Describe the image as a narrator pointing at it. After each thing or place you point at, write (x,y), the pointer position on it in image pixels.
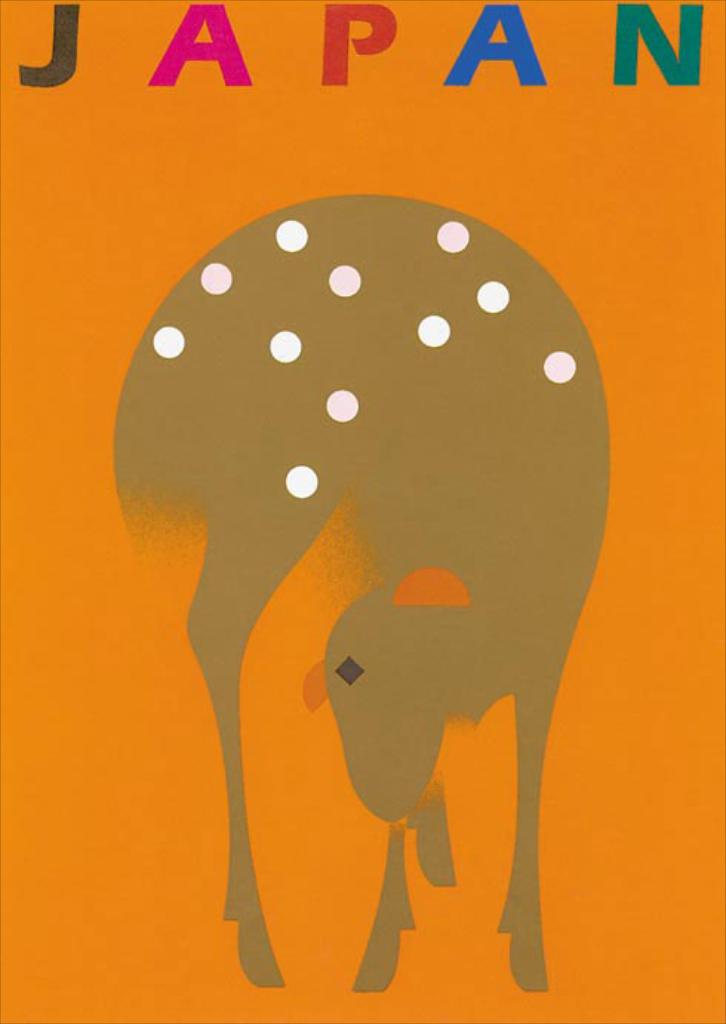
In this image I can see an orange colour thing (114,337) and on it I can see a drawing (174,504). On the top side of this image (697,55) I can see something is written in different colours and in the centre of the image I can see number of white dots (567,359).
